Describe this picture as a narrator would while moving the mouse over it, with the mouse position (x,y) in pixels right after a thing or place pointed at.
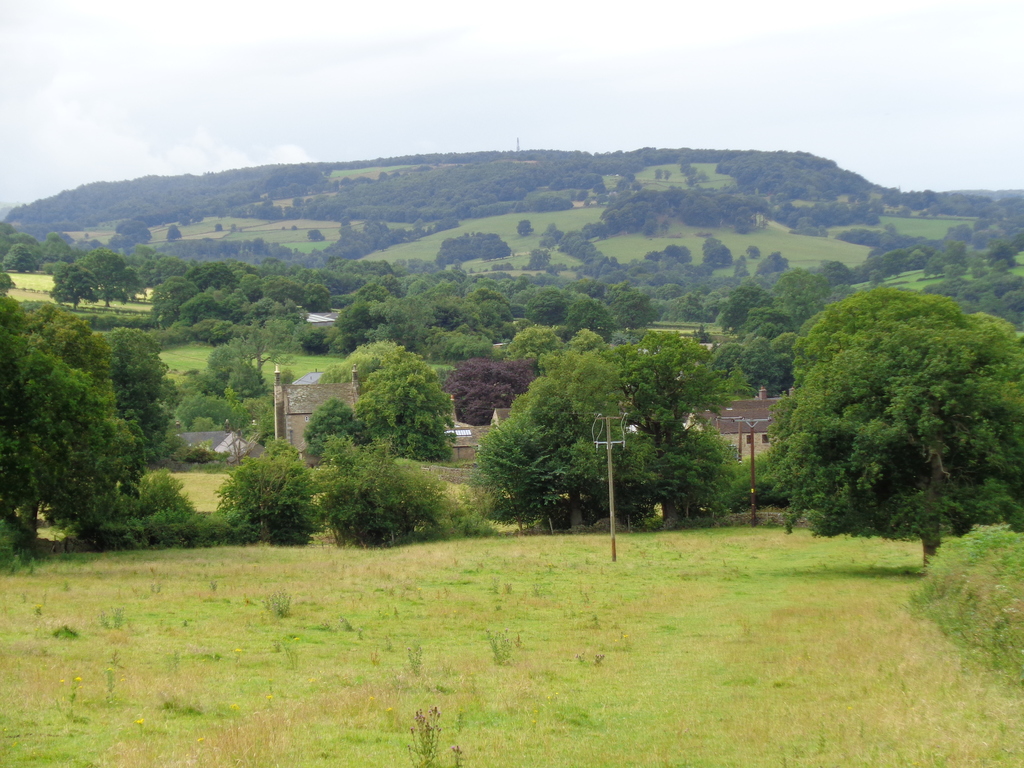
In the center of the image (602,486) we can see trees (461,404) and poles (623,422). There are sheds (762,429). In the background (782,255) there is a hill (477,206) and sky (399,121).
